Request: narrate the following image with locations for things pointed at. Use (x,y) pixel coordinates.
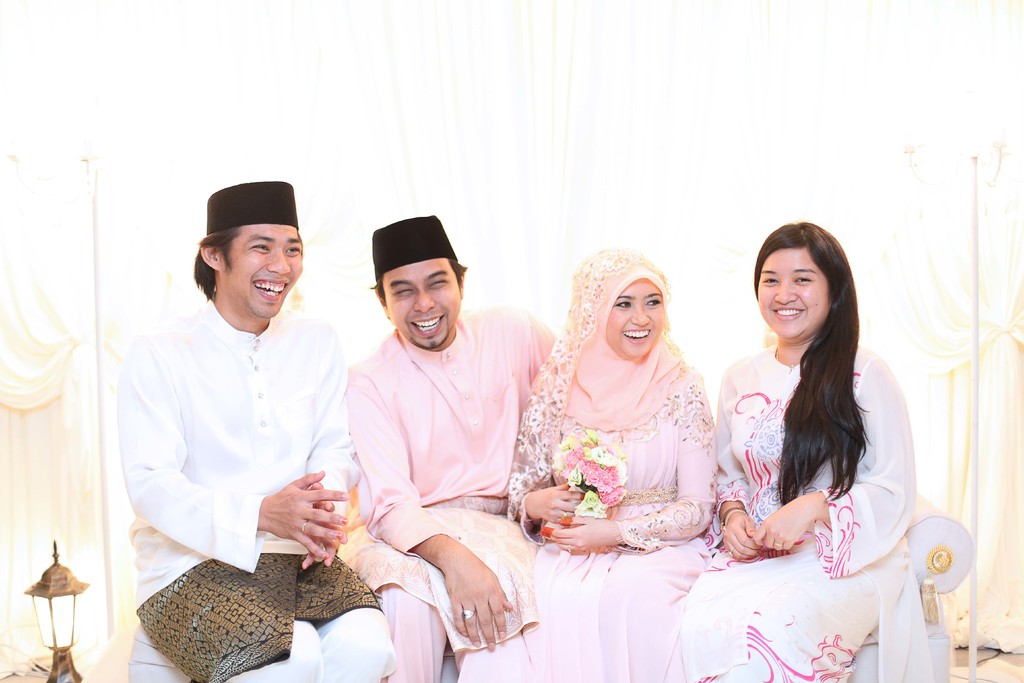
In this image I can see two men (344,540) and two women (765,434) are sitting and smiling. One woman (649,425) is holding some flowers (591,482) in the hands (573,493). On the left side (64,638) there is a lamp (67,641) placed on the floor (87,669). In the background (319,150), I can see the white color curtains (302,158).
